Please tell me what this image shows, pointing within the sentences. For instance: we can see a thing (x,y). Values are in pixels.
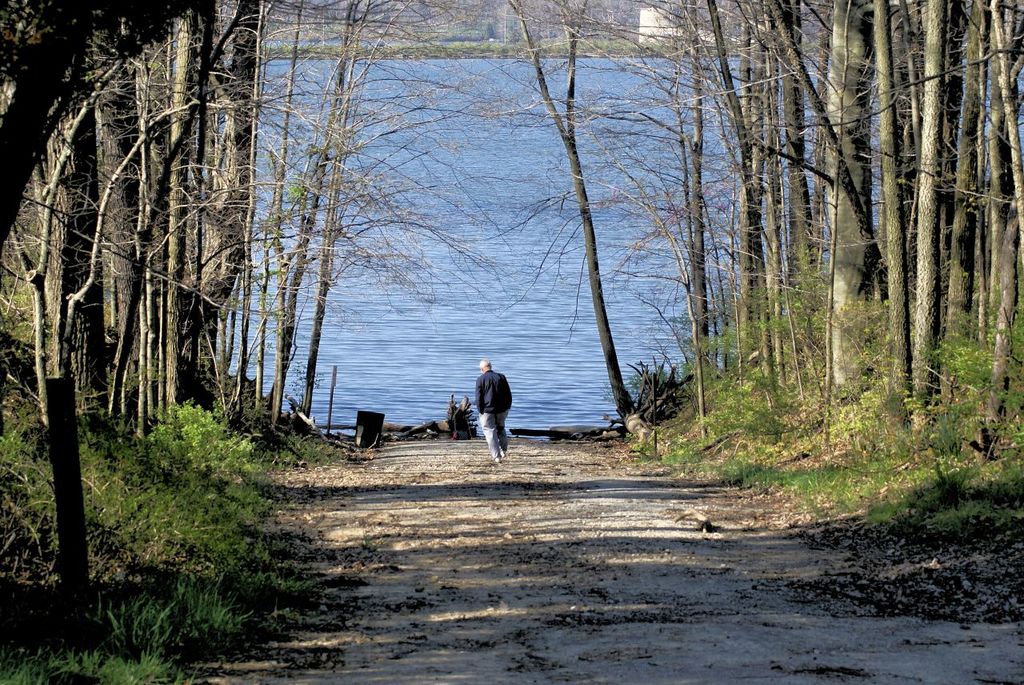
In the center of the image (486,384) we can see one person (490,396) is walking on the road (470,440). In the background (543,109), we can see water (556,91), trees (334,101), plants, grass (617,47), one black color object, poles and a few other objects (307,418).
